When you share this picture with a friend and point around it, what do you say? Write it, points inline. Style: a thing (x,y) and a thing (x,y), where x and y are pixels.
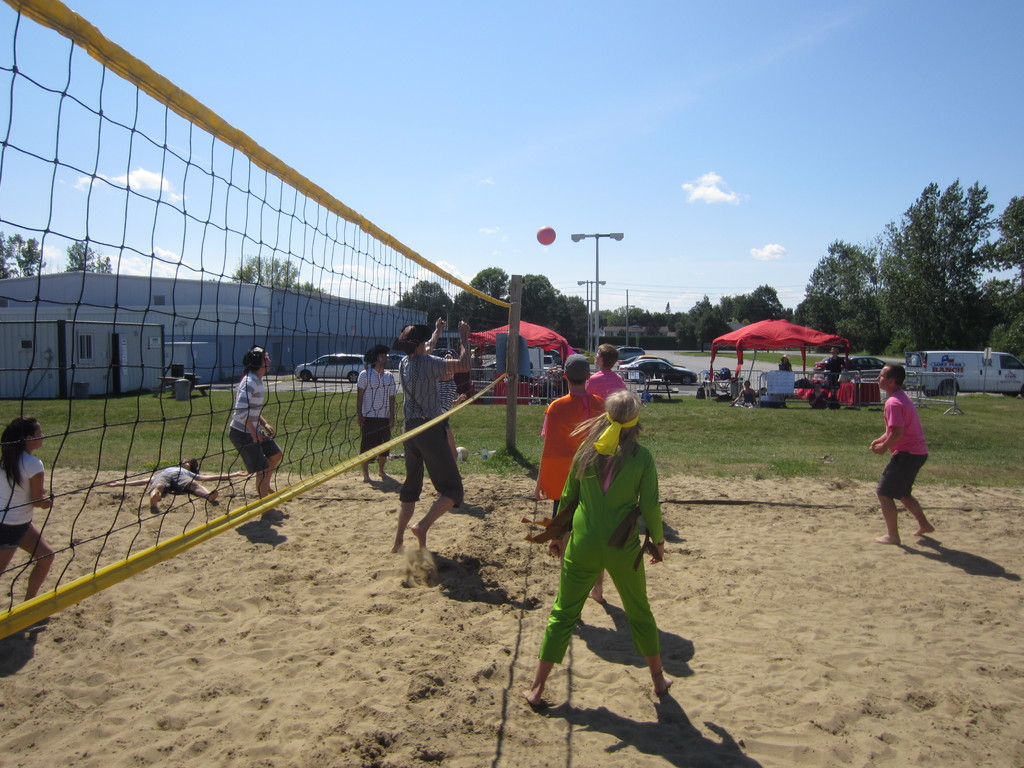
This image consists of many people (615,502) playing volleyball. At the bottom (474,692), there is sand (429,720). In the middle (389,378), there is a net (92,485). In the background (351,299), there is a house (214,303) along with vehicles (926,358) and tents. At the top (596,142), there is a sky (575,121).
